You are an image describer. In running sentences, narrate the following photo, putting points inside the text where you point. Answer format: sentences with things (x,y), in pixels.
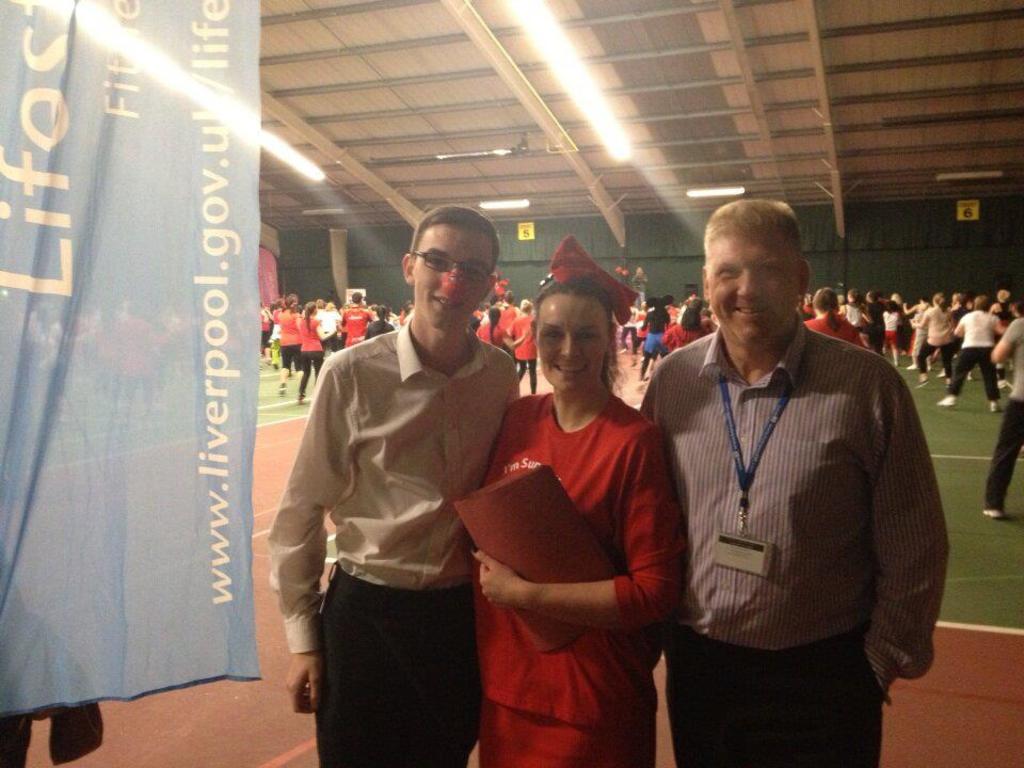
In this image I can see two men (816,518) and a woman (663,497) wearing red color dress (619,544) are standing and I can see the woman (610,474) is holding an object (552,547) in her hand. In the background (869,41) I can see few persons (376,330) standing, the green colored wall (925,266), few yellow colored boards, the ceiling (771,112), few lights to the ceiling (639,172). To the left side of the image (87,199) I can see a huge banner (12,280).
